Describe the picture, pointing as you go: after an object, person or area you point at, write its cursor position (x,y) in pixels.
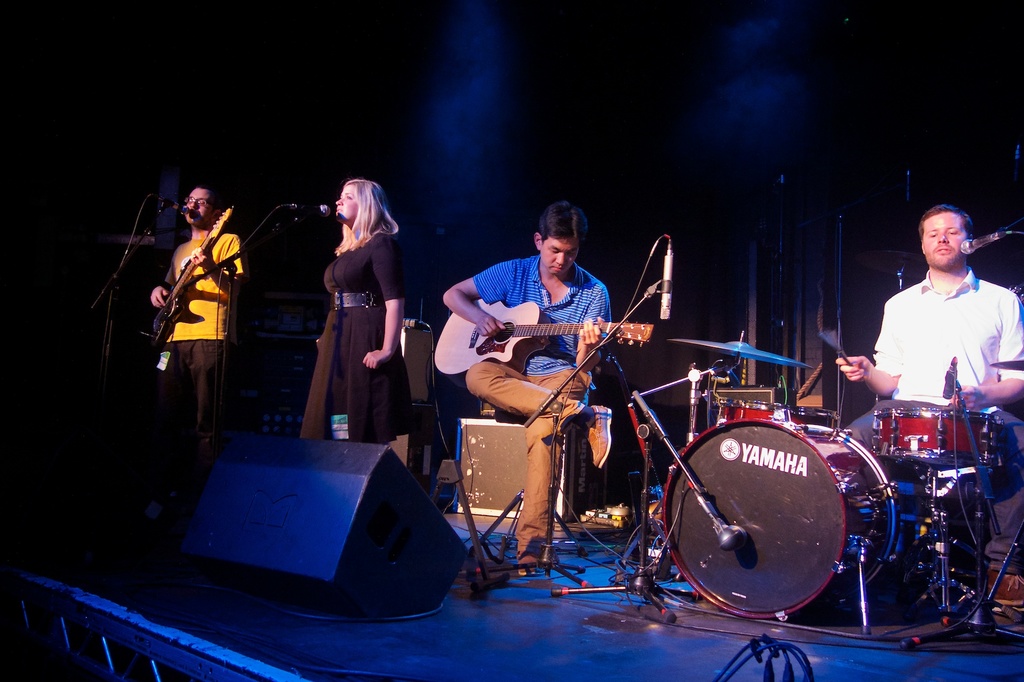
The picture is taken on the stage (461,611) where four people (945,248) are performing, at the right corner (975,355) one man (976,388) is sitting and playing drums (930,411) beside him one man (508,399) is sitting on the chair (520,508) and playing guitar (537,351) and left corner of the picture (320,374) one woman (340,396) is standing in a black singing in front of the microphone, beside her one person (186,342) is playing a guitar (185,286).
